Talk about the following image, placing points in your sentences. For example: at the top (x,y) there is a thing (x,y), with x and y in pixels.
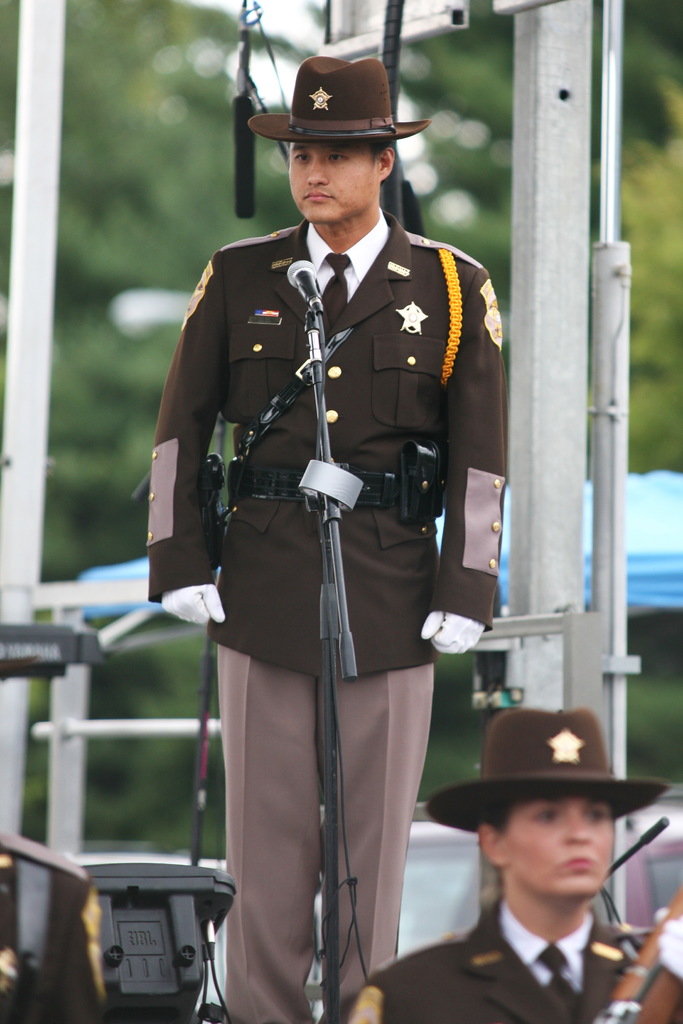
In the image we can see a man (237,569) standing, wearing clothes (337,442), gloves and a hat (354,132). On the bottom right (502,945) we can see a woman (496,951) wearing clothes (450,945), hat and holding an object (630,972) in hand (673,969). Here we can see the microphone (313,270) on the stand (333,501). Here we can see cable wire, electronic device (105,926) and the background (180,236) is blurred.
